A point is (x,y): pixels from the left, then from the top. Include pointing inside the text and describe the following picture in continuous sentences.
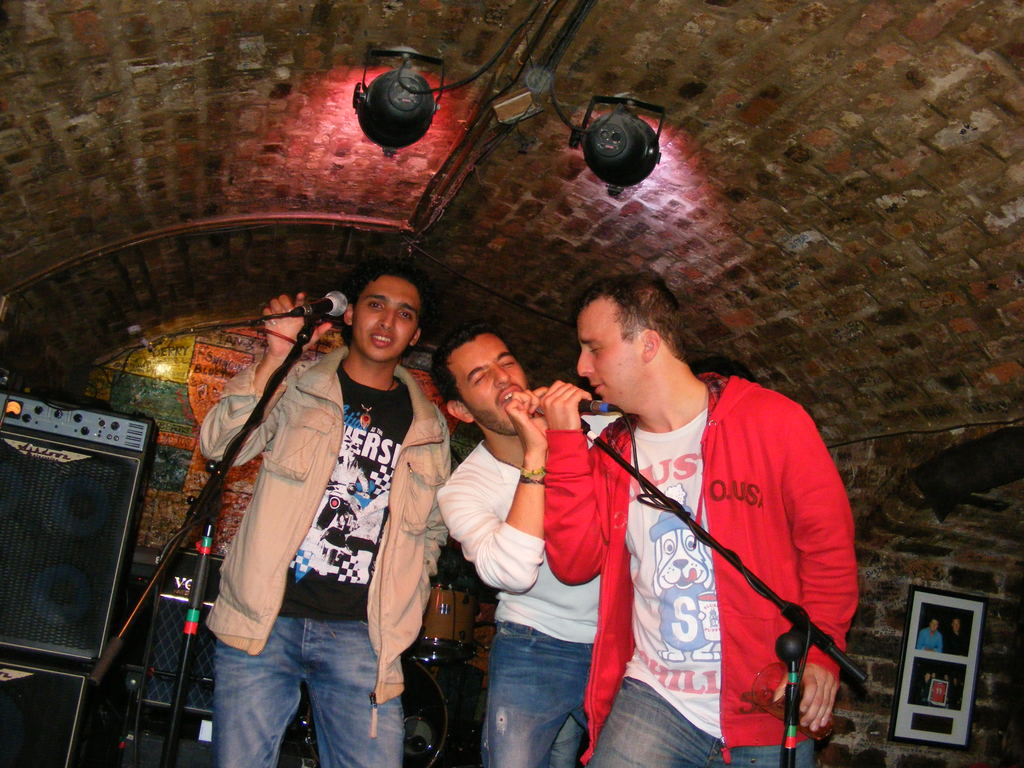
In this image we can three persons (405,574) are standing and holding mics (595,404). In the background (135,455) we can see speaker box (56,519), drums (450,642), photo frames (894,723) and lights (594,155).
